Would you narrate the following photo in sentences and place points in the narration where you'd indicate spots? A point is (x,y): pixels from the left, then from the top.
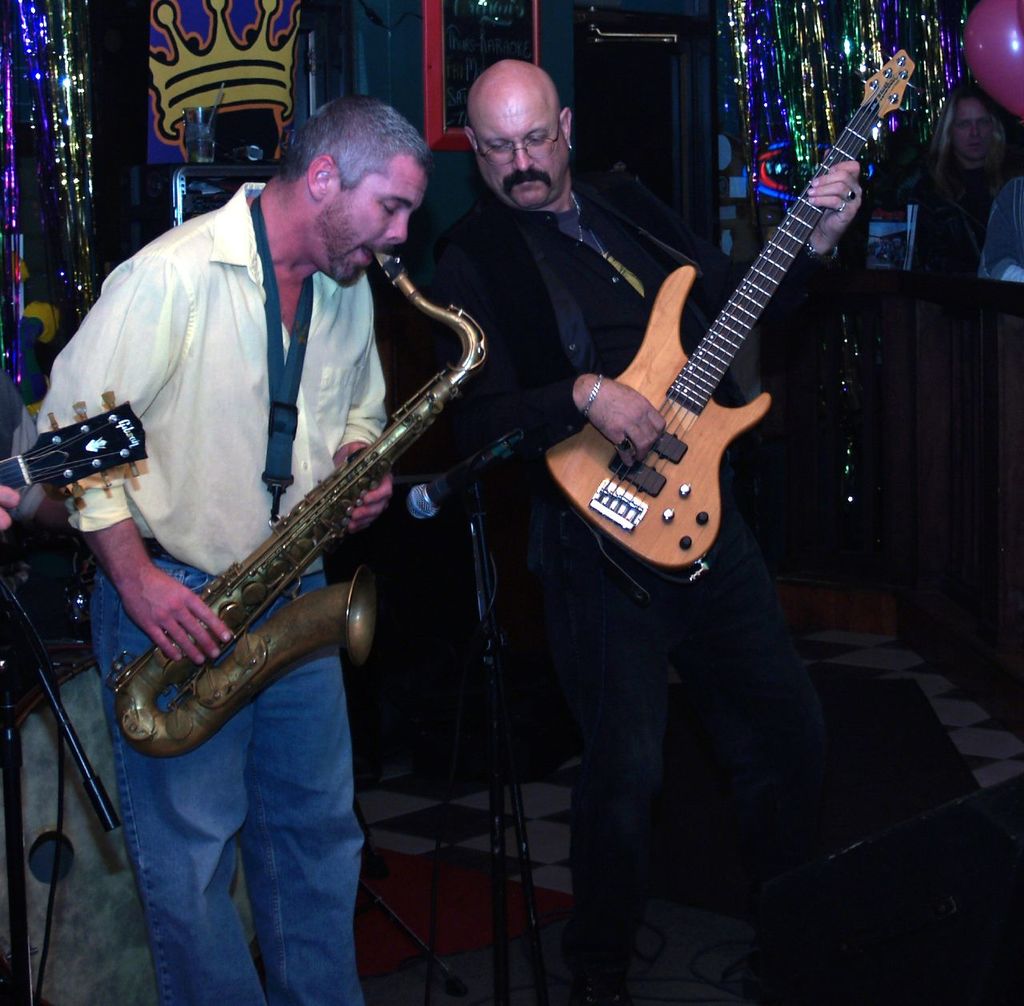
There are people (206,416) playing musical instrument (659,299) as we can see in the middle of this image (679,471). We can see a decoration (86,143) in the background (748,94). There are Mics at the bottom of this image (4,726). The person (640,273) standing in the middle (657,442) is holding a guitar (675,405).
